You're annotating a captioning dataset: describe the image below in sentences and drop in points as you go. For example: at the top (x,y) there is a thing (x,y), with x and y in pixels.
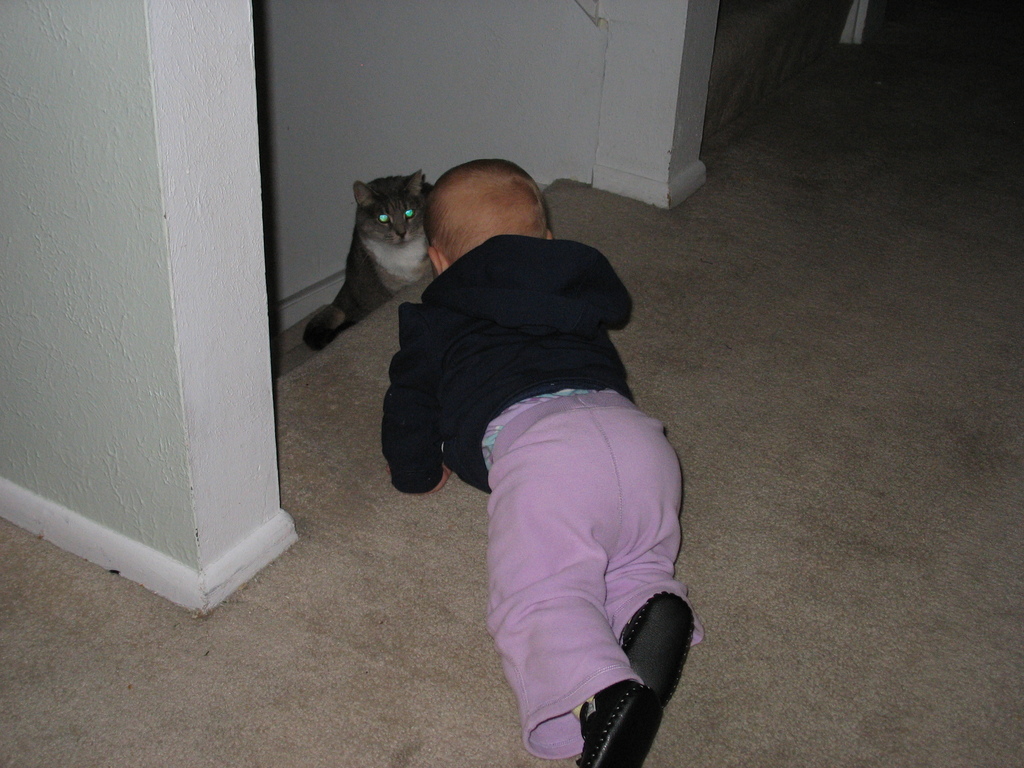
This is the picture of a room (75,521). In this image there is a baby (456,168). At the back (415,144) there is a cat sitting and there is a wall (388,84). At the bottom (858,626) there is a mat (884,593).
